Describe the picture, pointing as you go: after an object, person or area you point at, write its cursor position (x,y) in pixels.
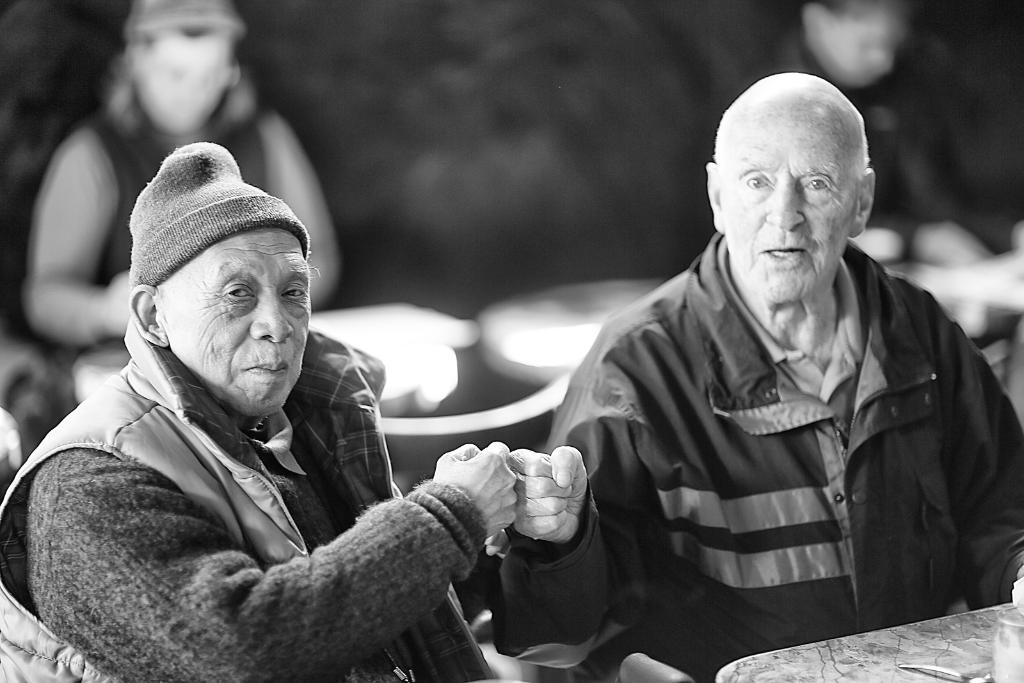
This is a black and white picture, we can see a few people (604,401) sitting on the chairs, there is a table (907,631) with some objects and the background (572,163) is blurred.
